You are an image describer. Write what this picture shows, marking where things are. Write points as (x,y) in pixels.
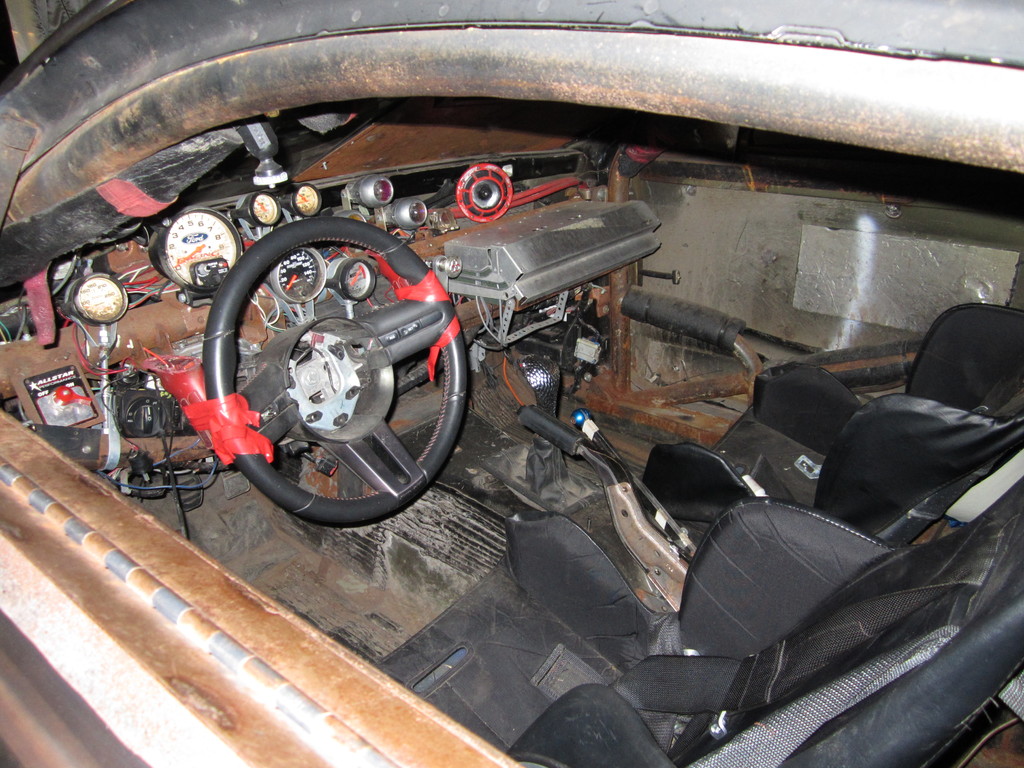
This looks like a car (488,591). I can see a steering wheel (284,502), auto gauge (301,194), seats (683,464), gear (542,370), hand brake (574,440) and few other objects (437,218) are attached to the car (131,371).
